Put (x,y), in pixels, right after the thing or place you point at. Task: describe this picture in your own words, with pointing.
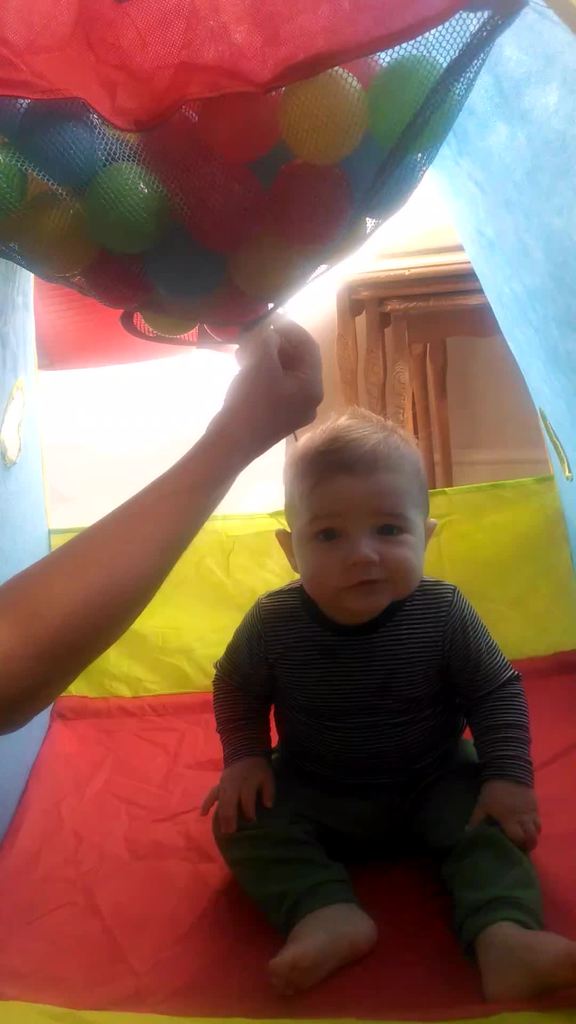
In this image there is a kid (234,692) sitting in a play tent (545,729), at the top (435,84) there are balls (316,162) and a hand (254,378).
